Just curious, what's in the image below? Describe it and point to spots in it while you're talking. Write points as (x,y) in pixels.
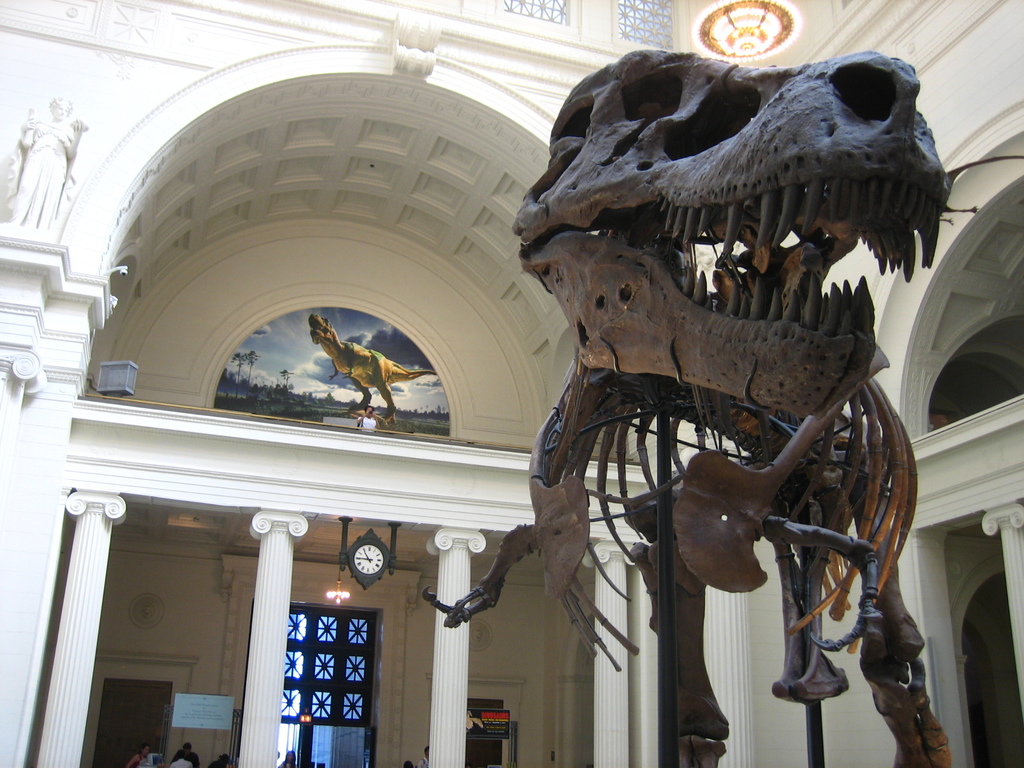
In this picture we can see a dinosaur skeleton (879,243) in a museum (339,306) with white pillars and walls (57,321).
